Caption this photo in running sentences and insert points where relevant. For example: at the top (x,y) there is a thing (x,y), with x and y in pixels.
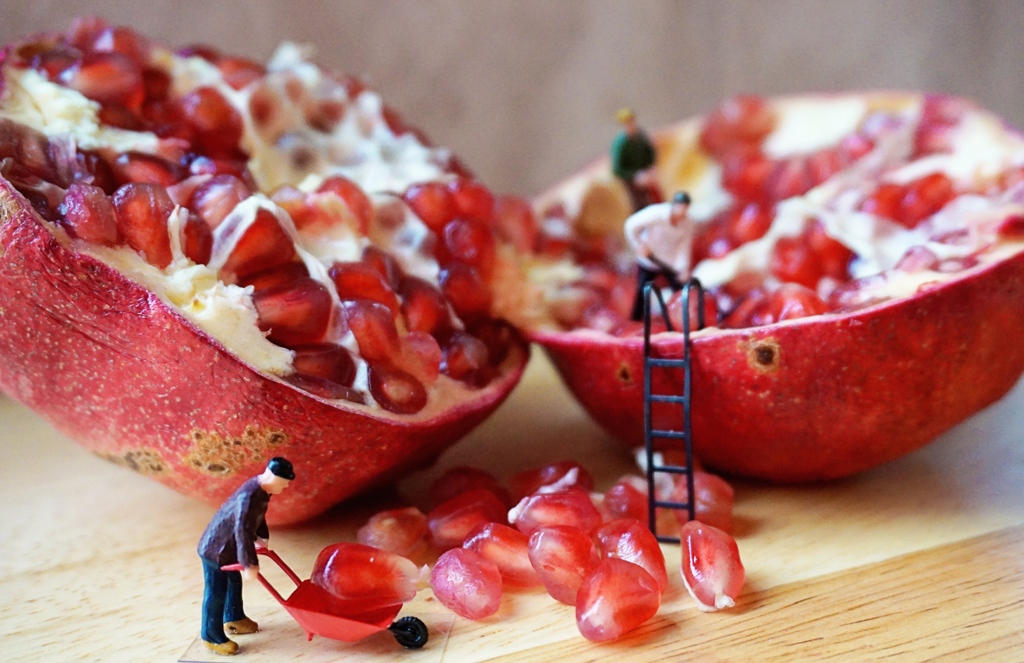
In this image there is a table (778,641), on that table (994,623) there is a pomegranate (794,278) and there are toys (674,231).
